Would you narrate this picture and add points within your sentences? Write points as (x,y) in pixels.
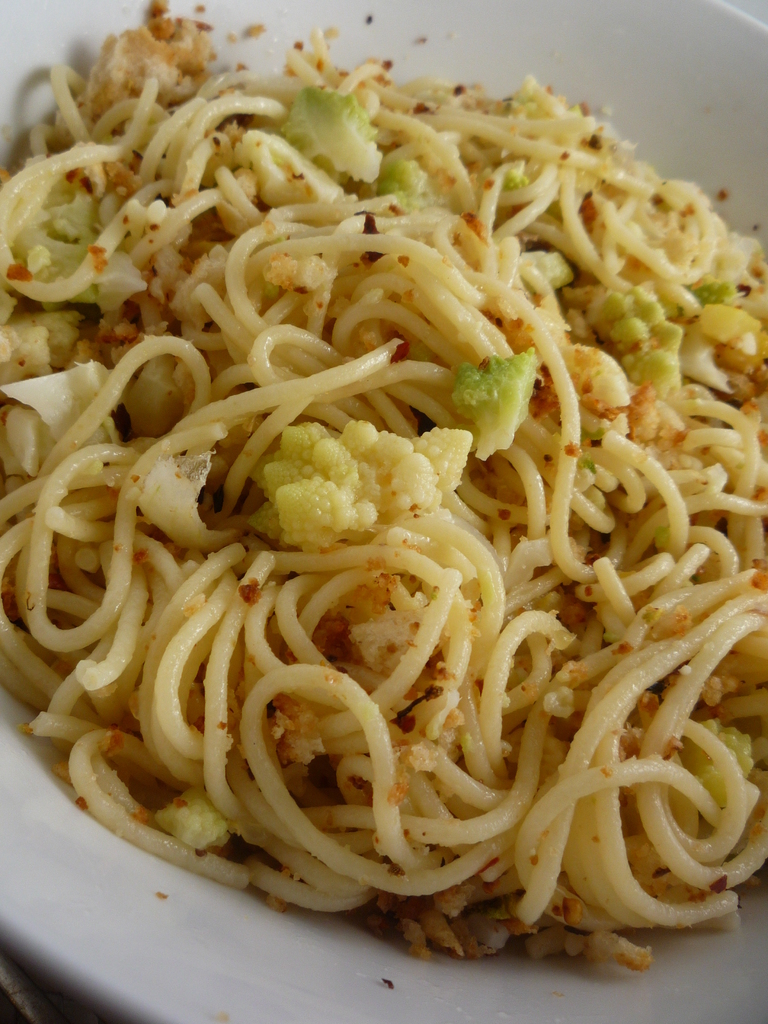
In this image there is a plate (298,937) with noodles (300,298) on it and there are a few cauliflower pieces (322,452).
